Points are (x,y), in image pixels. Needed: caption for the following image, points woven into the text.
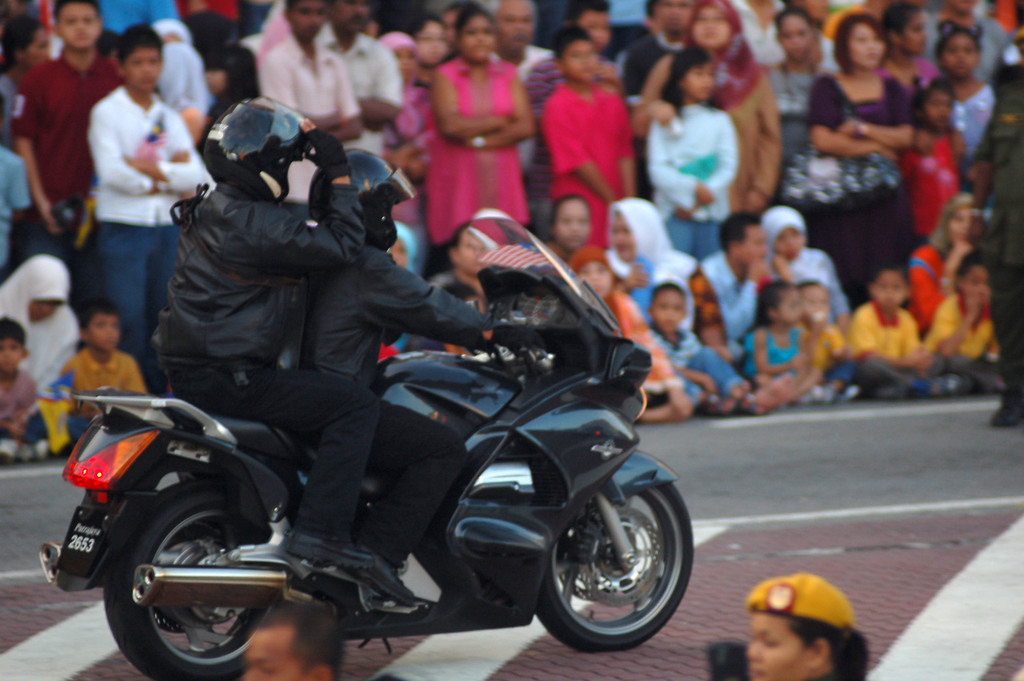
There are two persons (338,315) wearing black dress (336,321) sitting on a black bike (409,381) and there are audience (522,124) beside them.
